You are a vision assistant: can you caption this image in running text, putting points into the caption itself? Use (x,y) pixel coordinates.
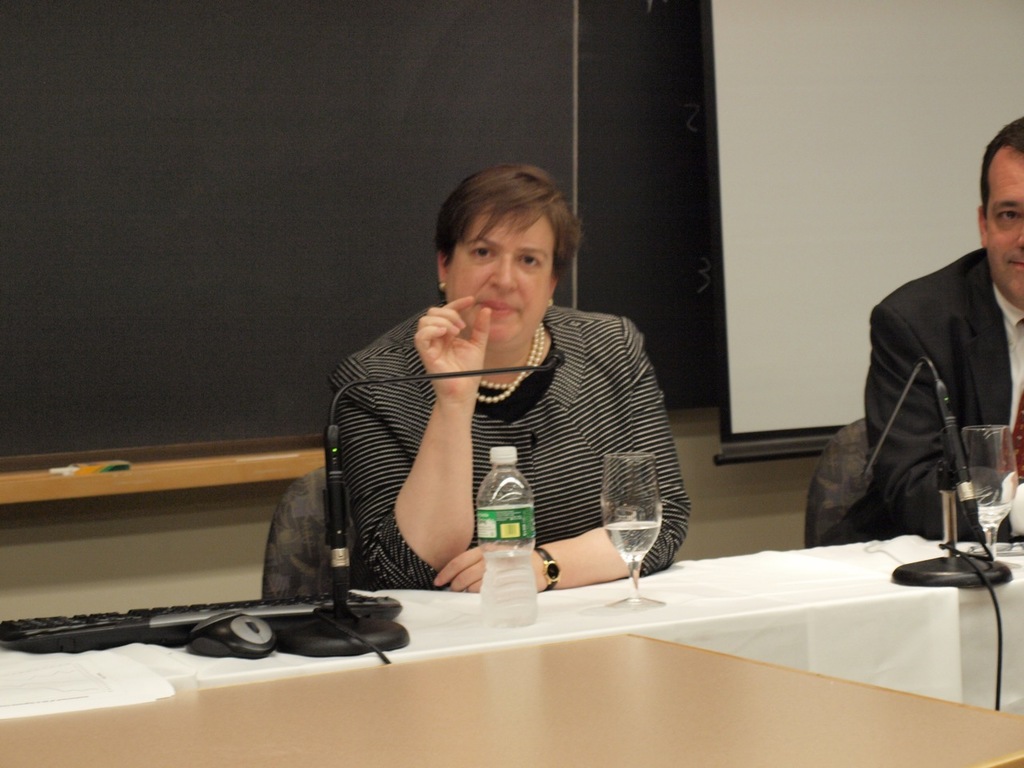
On the background (506,123) we can see white & black boards (761,196). We can see one women (551,413) and a man (955,355) sitting on chairs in front of a table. She wore a pearl necklace (533,356). She is talking something and on the table (821,586) we can see glass of water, bottle (528,541) and mike's (281,629), keyboard (143,635) and also a mouse (239,650).
